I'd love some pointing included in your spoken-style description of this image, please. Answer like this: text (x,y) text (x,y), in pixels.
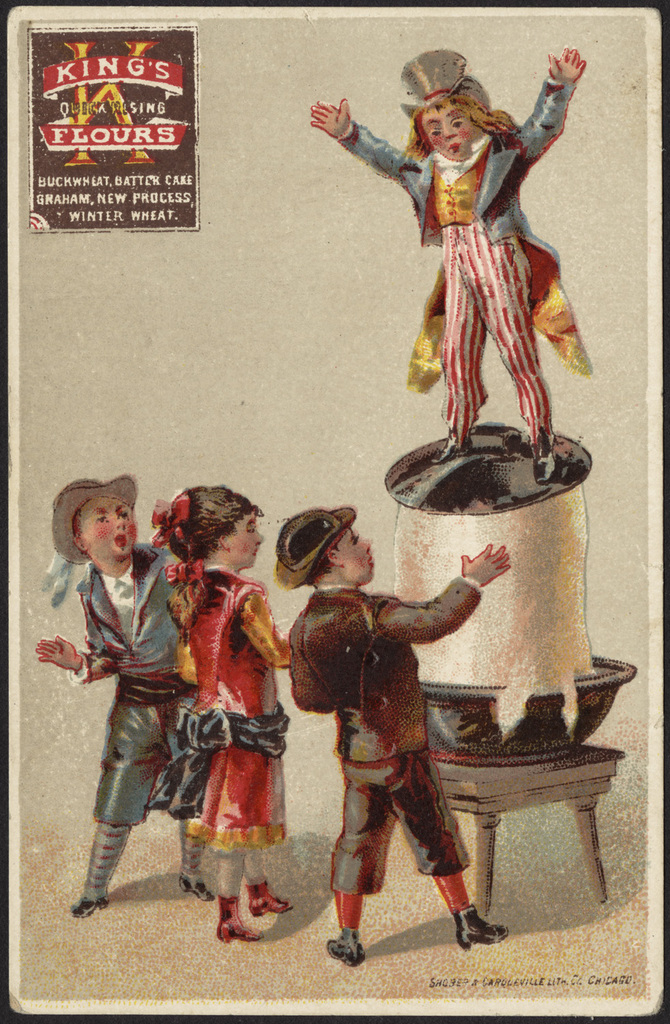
I see this is a depiction picture and I see 3 children (180,620) in front (245,642) who are standing and in front of them I see a stool (463,769) on which there is a thing (457,506) and on that thing (516,448) I see another child (382,154) who is standing and I see the wall (117,261) in the background (243,355) and I see something is written on top left of this image (58,112).
